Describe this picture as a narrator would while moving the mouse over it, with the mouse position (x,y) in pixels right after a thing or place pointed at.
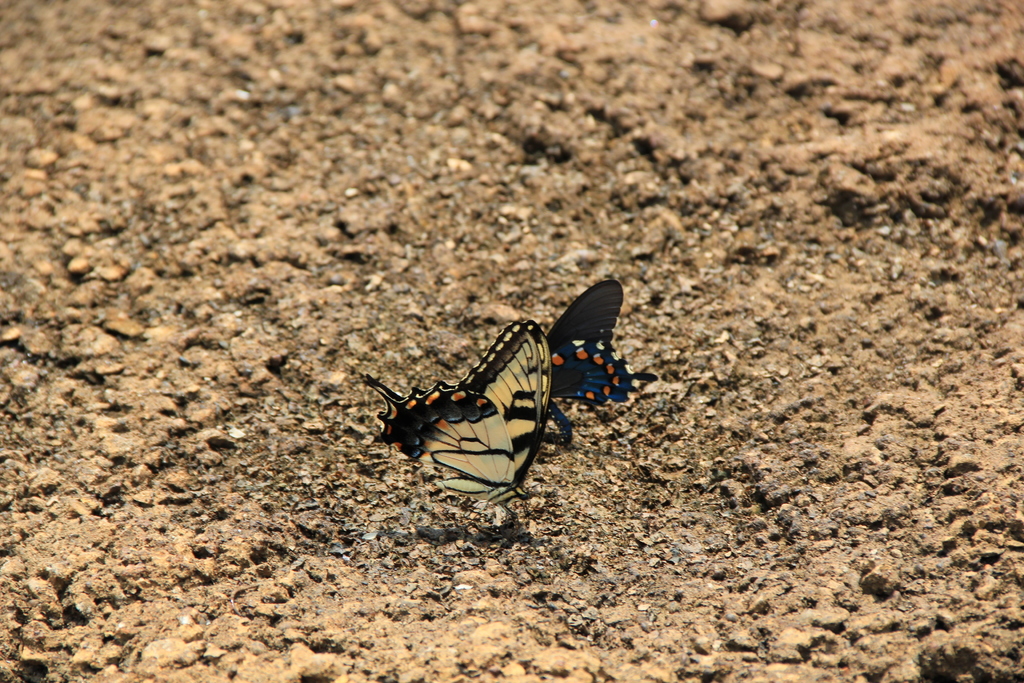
In this image there are two butterflies (511,379) on a land (295,202).
